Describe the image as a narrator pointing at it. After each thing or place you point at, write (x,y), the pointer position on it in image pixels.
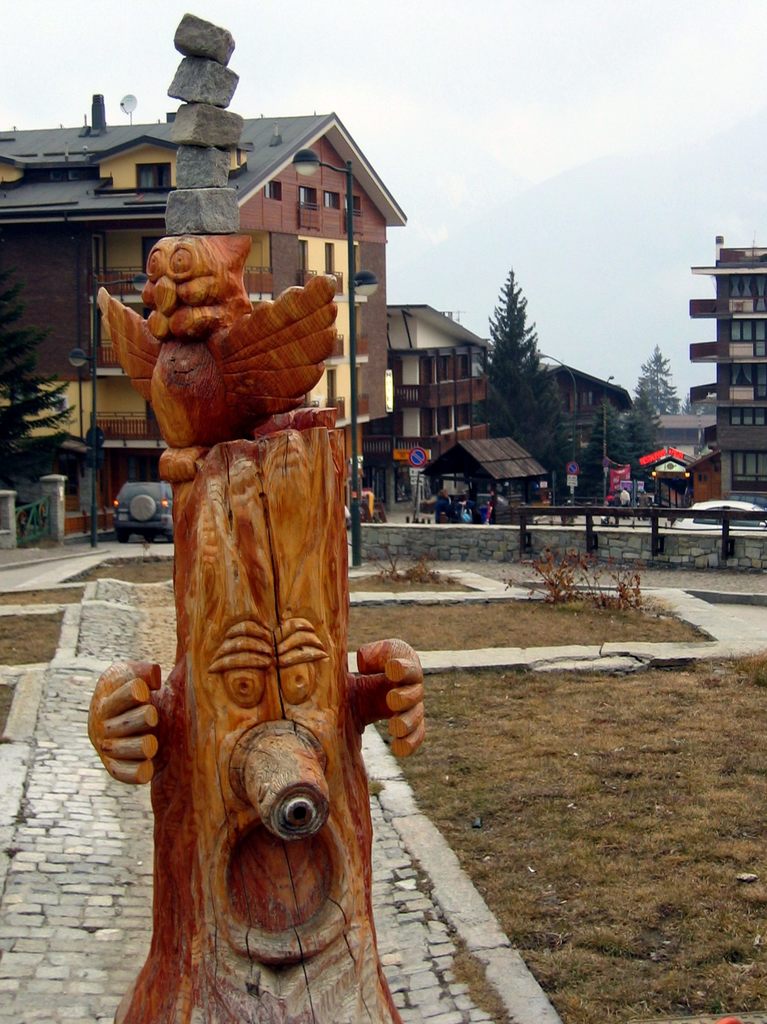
In this image, It looks like a wooden sculpture (223,510). I can see the rocks (182,209), which are placed one upon the other on the wooden sculpture (247,437). I can see the grass (476,631) and the pathway (423,660). In the background (369,223), these are the buildings (322,228), trees (565,465) and vehicles (139,496). This is the sky (372,74). It looks like a street light (357,530).
